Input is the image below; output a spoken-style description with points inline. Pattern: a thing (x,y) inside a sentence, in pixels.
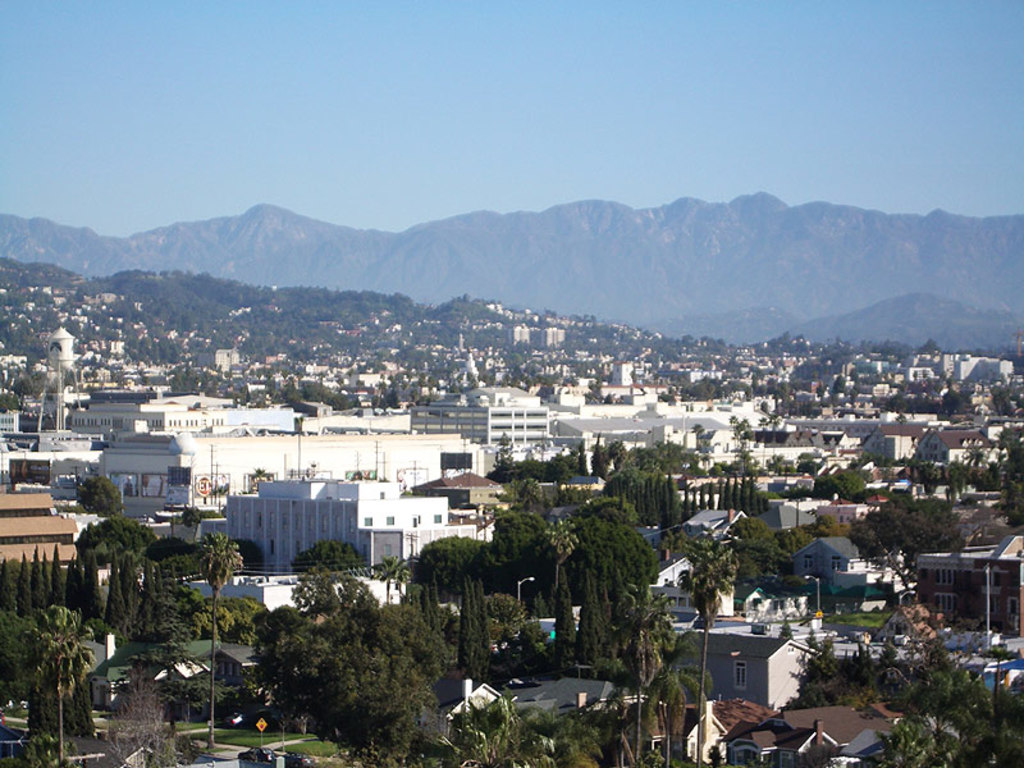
In this image there is the sky (464,108) truncated towards the top of the image (209,104), there are mountains (580,252) truncated, there are trees (401,395), there are buildings (384,447), there are buildings (772,741) truncated towards the right of the image (950,363), there are buildings (57,446) truncated towards the left of the image (31,480), there is a board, there is a pole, there are trees (243,698) truncated towards the bottom of the image (30,581), there are trees (31,593) truncated towards the left of the image (39,632).
